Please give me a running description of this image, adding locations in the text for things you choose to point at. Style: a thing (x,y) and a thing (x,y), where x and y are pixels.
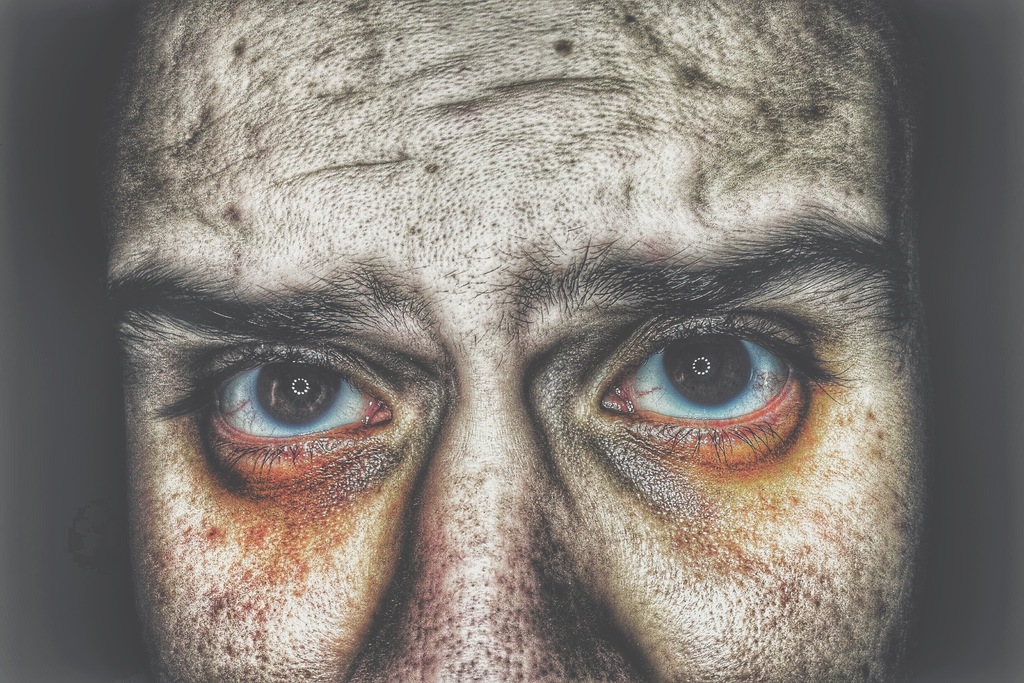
It is an edited image, a man (741,444) is looking at this side.
